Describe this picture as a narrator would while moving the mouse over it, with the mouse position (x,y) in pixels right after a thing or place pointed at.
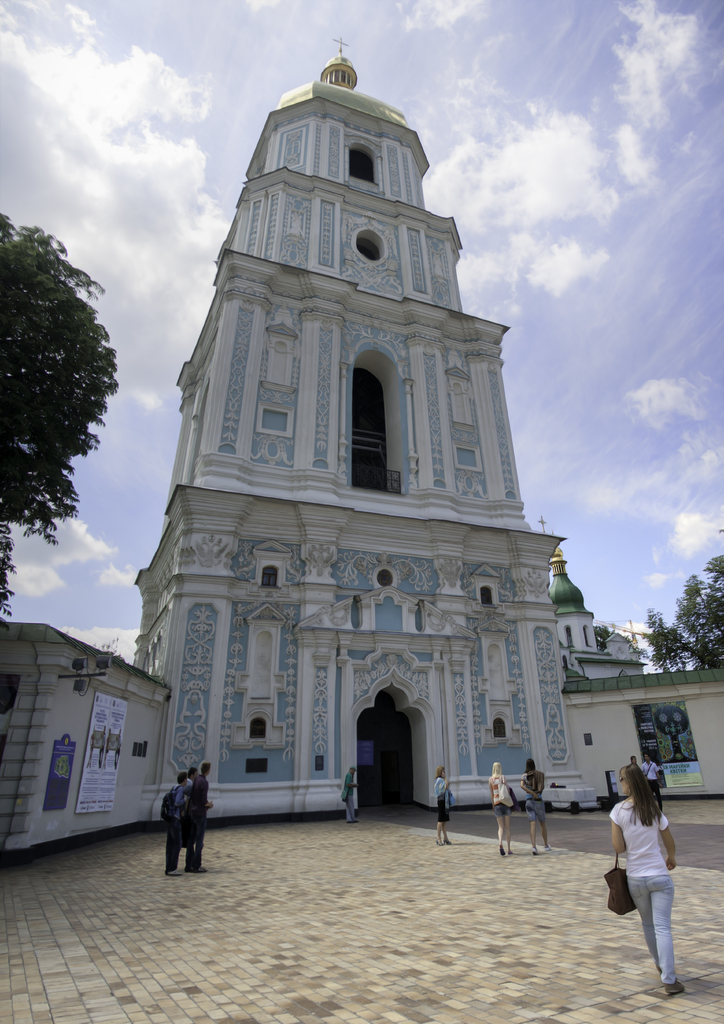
Here I can see a building (361,601). On both sides of this building (469,587) there are some trees (35,425). At the bottom of the image (240,937) I can see few people (618,846) are walking on the ground (356,878). On the left side (185,798) few people (185,816) are standing. On the right (669,736) and left sides of the image there are some boards (98,748) attached to the walls (85,724). At the top (575,149) I can see the sky (578,216) and clouds (560,203).
